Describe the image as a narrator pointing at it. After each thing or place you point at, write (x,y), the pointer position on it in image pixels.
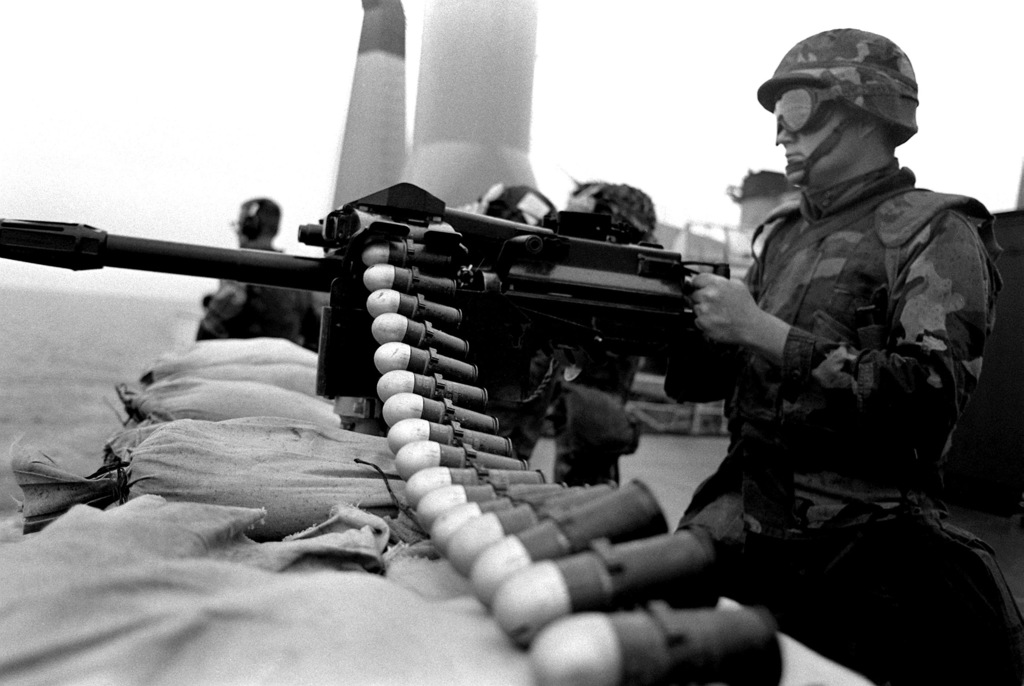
This is a black and white picture. On the right side (868,174), we see a man (864,158) in the uniform (883,215) is standing. He is holding a gun (504,299) in his hands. In front of him, we see a gun (590,289) At the bottom (473,552), we see the gunny bags (324,527) and the bullets (443,430). In the background (472,105), we see the funnels (464,46) of a ship (359,99) in white color. At the top (264,125), we see the sky (264,132) and this picture is blurred in the background (425,109).
